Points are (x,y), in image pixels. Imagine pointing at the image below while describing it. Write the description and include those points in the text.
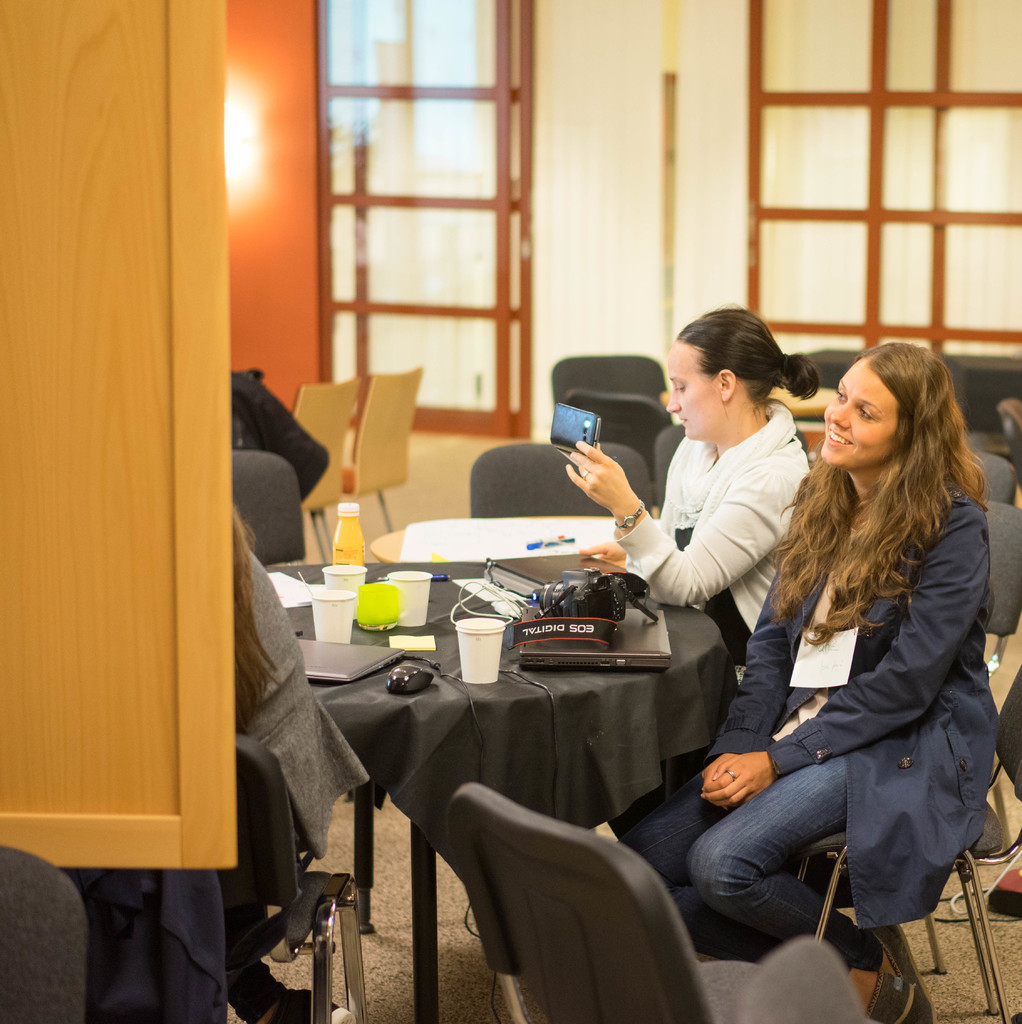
people (778,593) are sitting on the chairs (642,867) across the table (449,688). on the table (497,709) there are glasses (480,638), laptop (362,662), mouse (421,680), bottle (351,532), paper (406,553), pen (552,545). person (726,555) at the back (738,510) is holding a phone (566,428) in her hand (612,475).
